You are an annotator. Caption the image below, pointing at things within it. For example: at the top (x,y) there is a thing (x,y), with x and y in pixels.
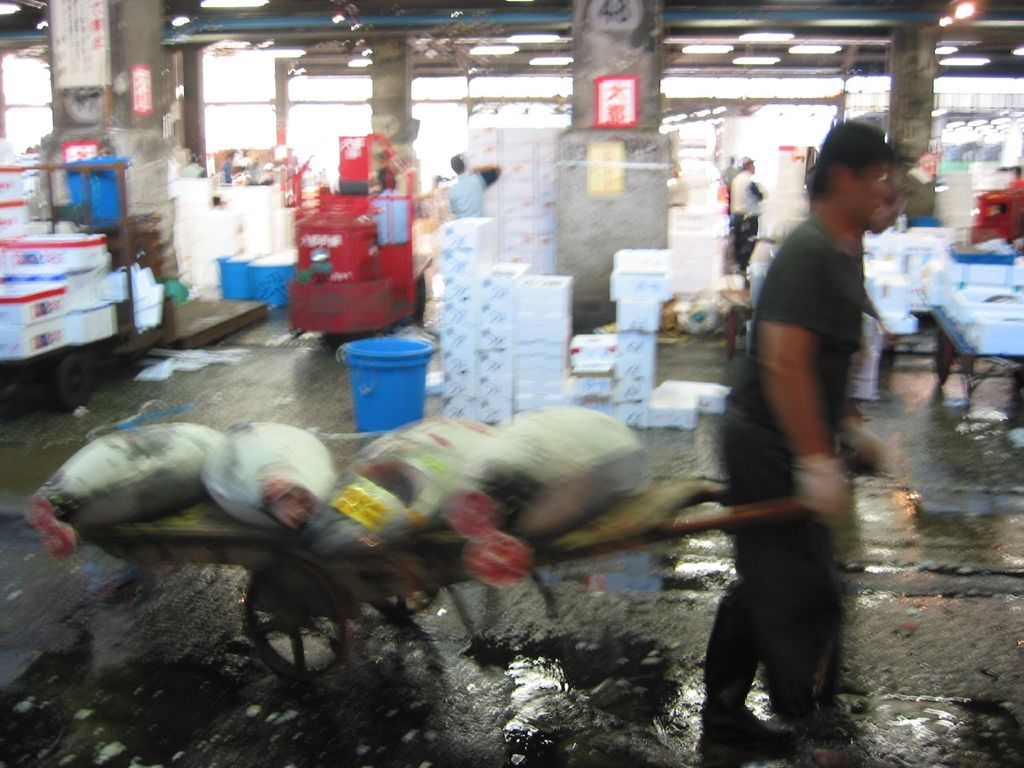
In this image we can see persons (733,417) standing on the floor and one of them is holding a trolley (284,590) with goods (460,510) in the hands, cardboard cartons (518,359), plastic containers (399,348), machines (352,285), electric lights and walls (193,63).
